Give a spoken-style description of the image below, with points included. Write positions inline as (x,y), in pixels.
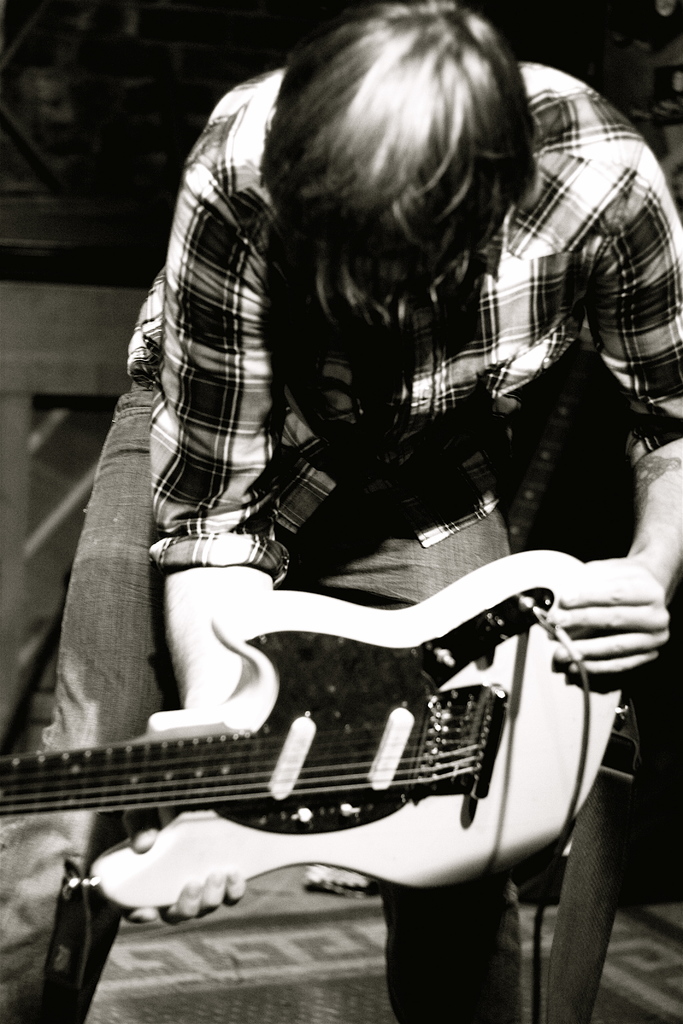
In this picture we can see man (496,465) standing and holding guitar (243,778) in his hand (597,590) and in background (118,15) it is dark.
